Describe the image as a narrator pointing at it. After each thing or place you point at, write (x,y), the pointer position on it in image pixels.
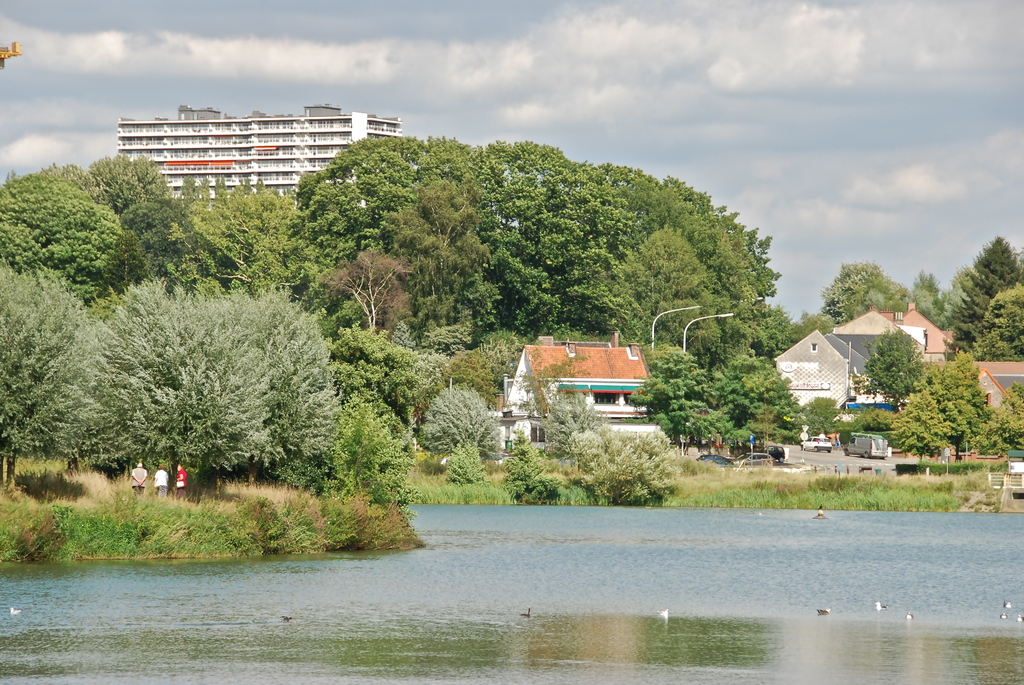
In the given picture, I can see small lake (662,590), few birds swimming in it and certain trees (261,239), a couple of houses (594,369) and behind the trees (428,176), We can see a big building (313,141), sky (318,98), clouds (506,96), and i can see three people (182,476) standing under the tree (138,457) towards left (164,481).
